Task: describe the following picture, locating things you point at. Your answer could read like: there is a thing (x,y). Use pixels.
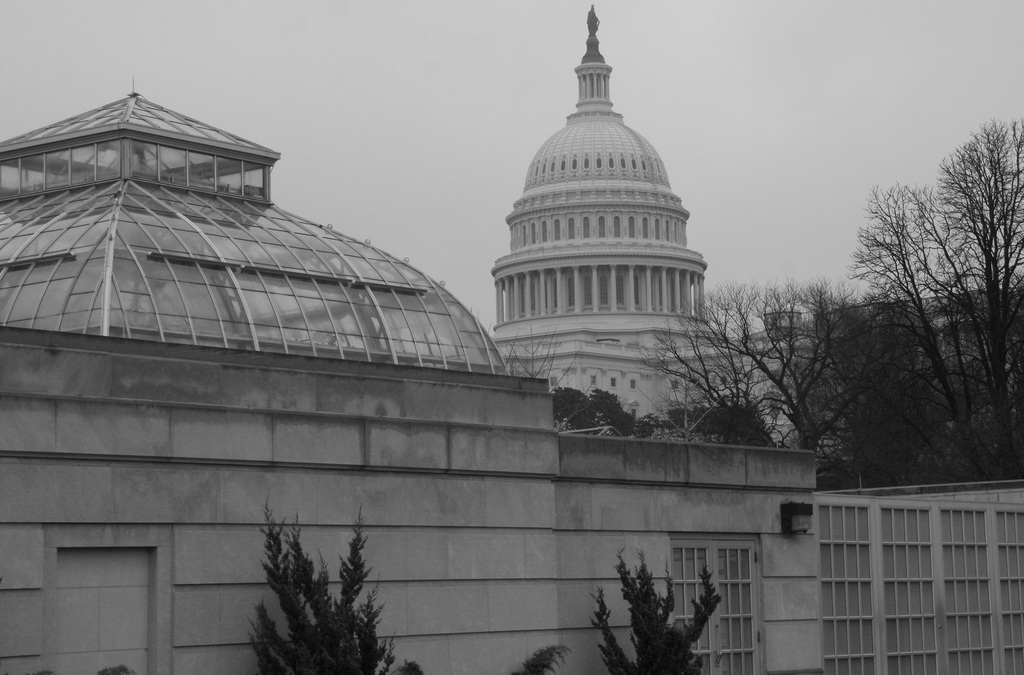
This is a black and white image. In this image we can see buildings (498,311) with pillars (631,296). Also there is a wall (423,513). And there are many trees (857,455). In the background (538,48) there is sky (126,61).
